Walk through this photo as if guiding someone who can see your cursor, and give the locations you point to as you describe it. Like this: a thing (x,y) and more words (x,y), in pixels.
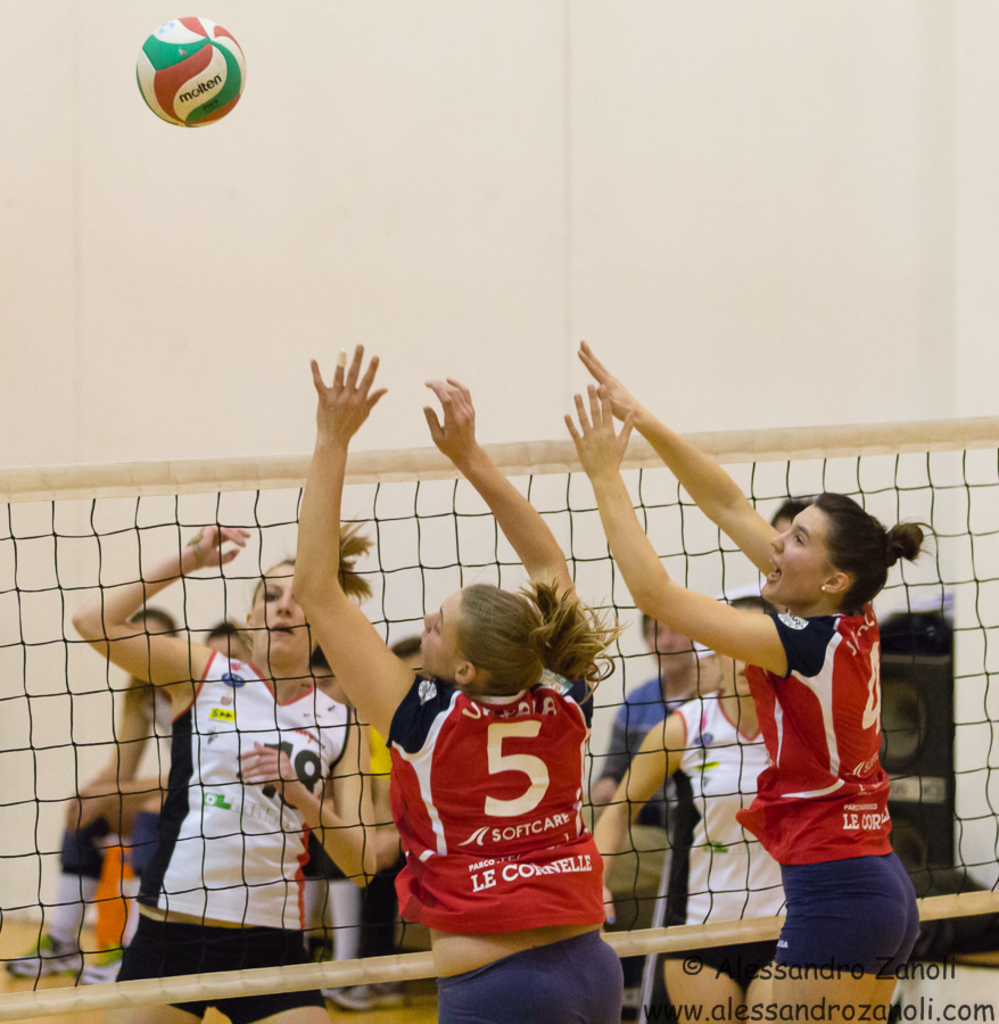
Here in this picture we can see a group of people (539,702) playing volleyball and in the middle (511,465) we can see a net (993,863) present and in the air (300,125) we can see a ball (183,25) present and we can see some people (594,791) sitting and watching the game and on the right side (934,801) we can see speakers (896,815) present over there.
